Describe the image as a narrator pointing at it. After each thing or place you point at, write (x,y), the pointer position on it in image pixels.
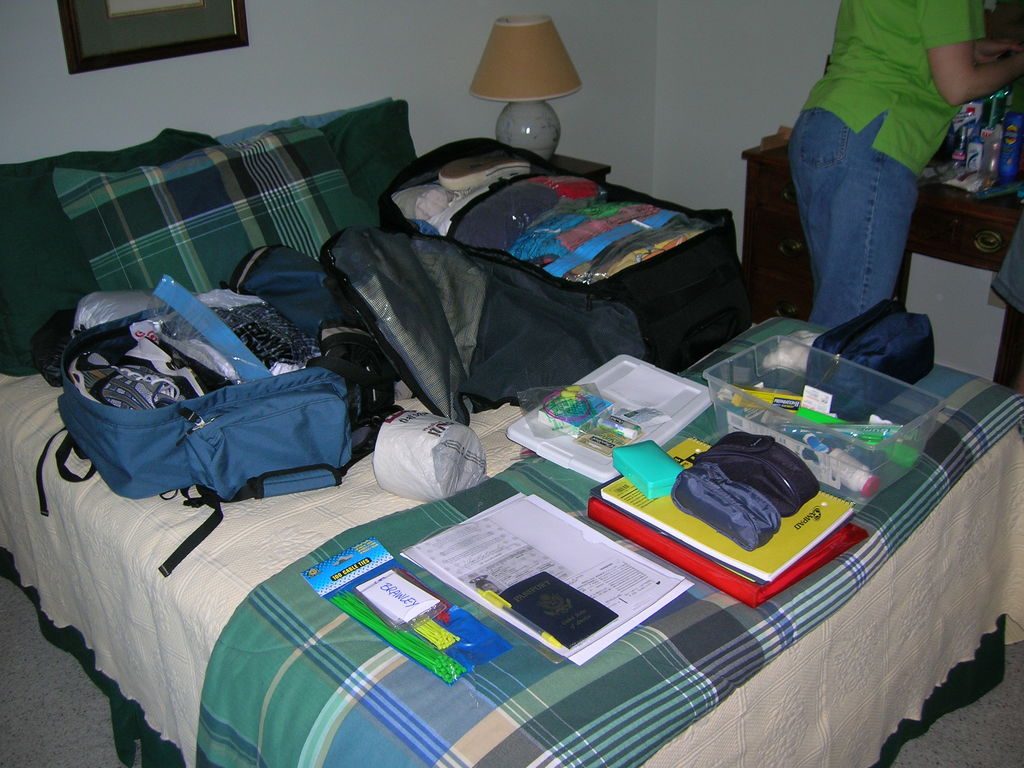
In the center of the image (500,441) there is a bed (199,735) on which there are many objects (368,386) like suitcase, clothes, papers (498,539), box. In the background of the image (391,96) there is a wall (154,77). There is a photo frame (223,22). There is a lamp (559,87). To the right side of the image (944,23) there is a person (852,91), table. At the bottom of the image (976,724) there is floor (939,739).
